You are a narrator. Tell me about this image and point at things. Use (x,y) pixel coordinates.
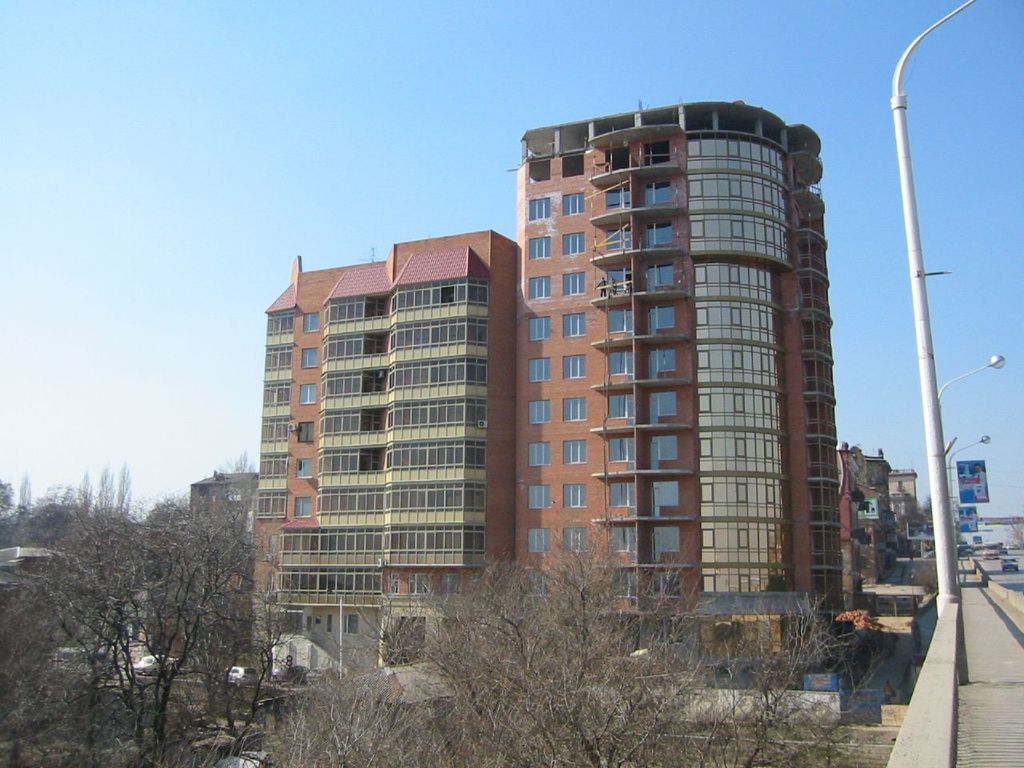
In this image there are two buildings (472,380) side by side. On the right side (1002,558) there is a road (1012,579) on which there are vehicles (978,548). On the footpath (972,613) there are street lights (933,473). It seems like there is a bridge (972,657) beside the buildings (595,443). At the bottom (157,721) there are trees (363,701). At the top (116,151) there is sky (140,156).
